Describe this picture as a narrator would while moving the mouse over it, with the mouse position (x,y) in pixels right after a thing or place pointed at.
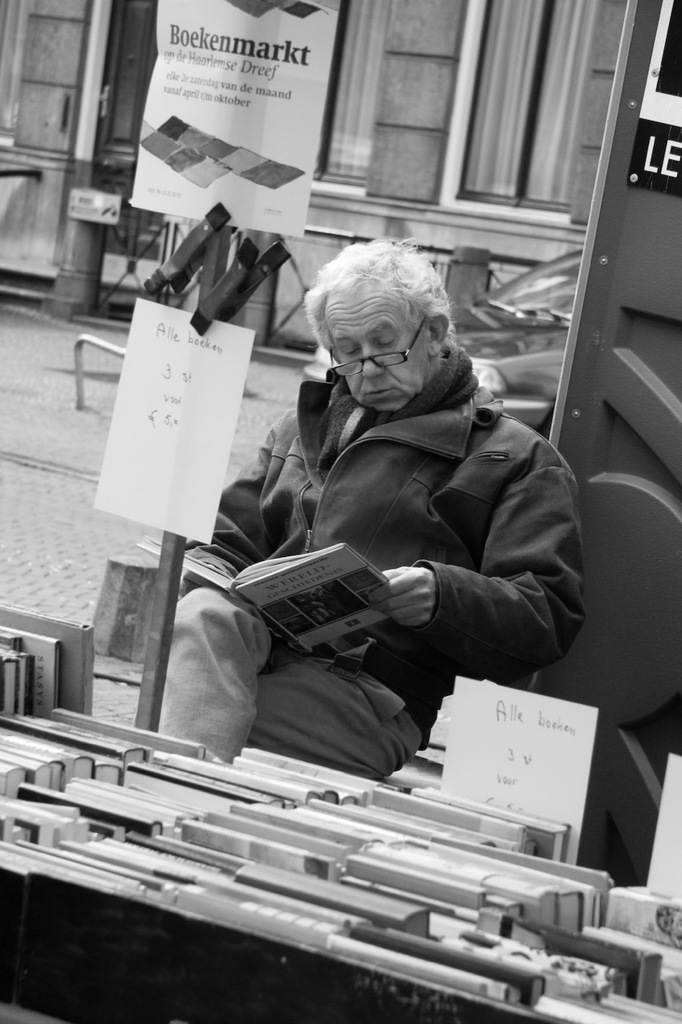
In this image there is a man (422,613) sitting in the chair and reading the book (294,558). In front of him there are so many books (183,784) kept in the rack (392,929). In the middle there is a wooden stick (167,579) to which there is a poster (239,98). In the background (452,70) there is a building (497,108) with the glass windows (531,103). There is a car (524,322) behind the person (455,404).
